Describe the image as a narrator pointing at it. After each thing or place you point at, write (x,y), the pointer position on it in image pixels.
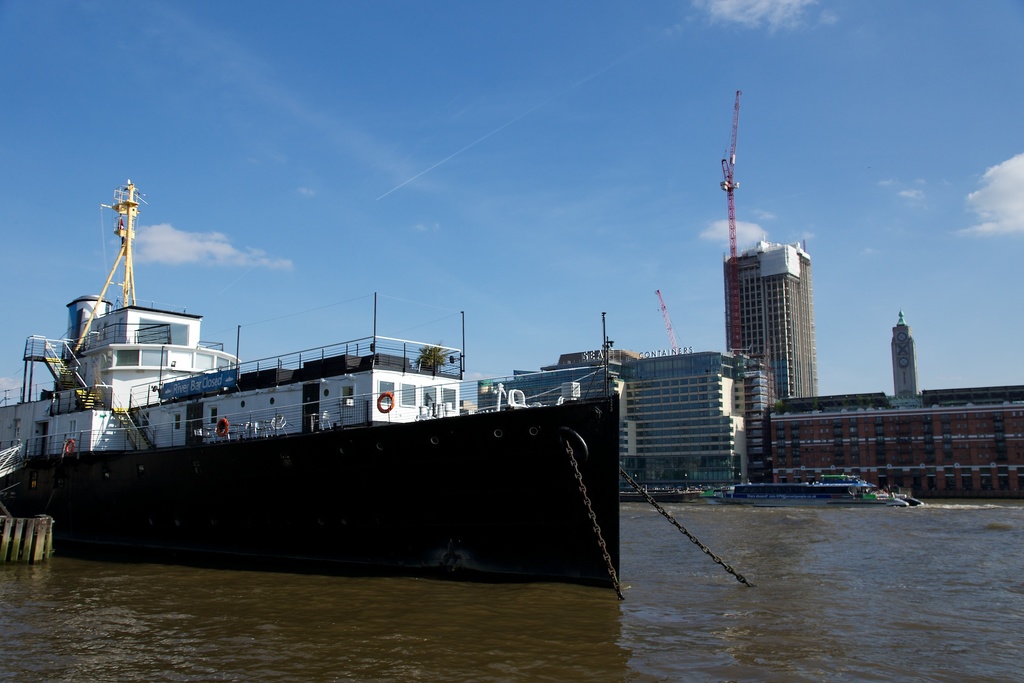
There is a ship (550,371) in the foreground area of the image (476,399) on the water (635,595), there is another ship (820,485), buildings (728,320), poles (731,197) and the sky (723,213) in the background (475,251).
